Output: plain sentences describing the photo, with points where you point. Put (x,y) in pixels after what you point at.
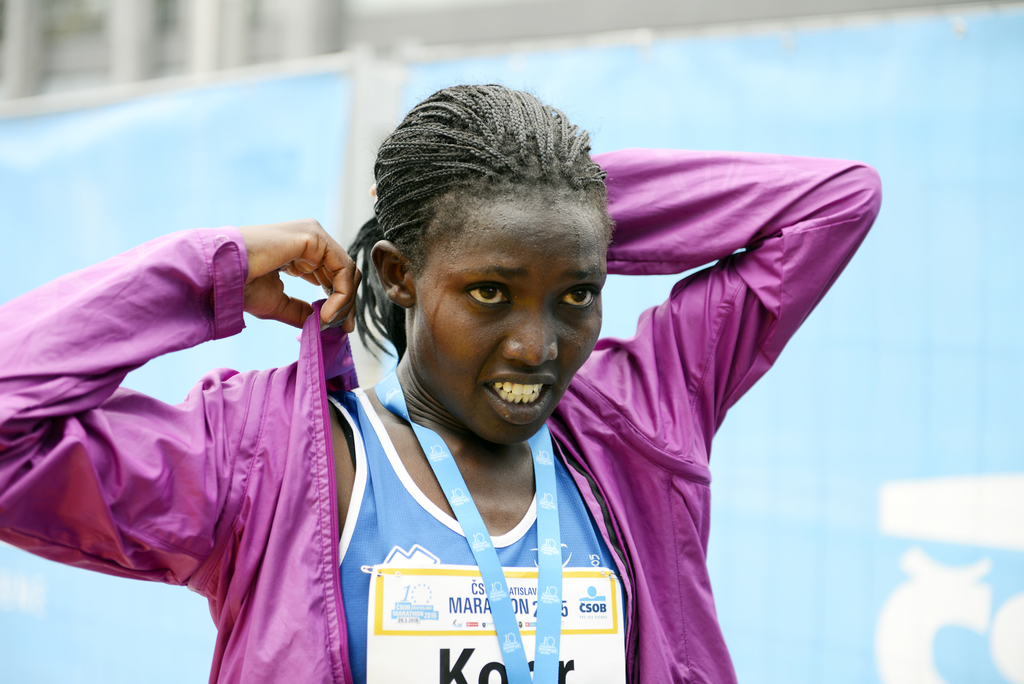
As we can see in the image in the front (402,234) there is a woman (463,269) wearing pink color jacket (228,534). In the background (237,193) there is banner (319,133) and building (359,13).
